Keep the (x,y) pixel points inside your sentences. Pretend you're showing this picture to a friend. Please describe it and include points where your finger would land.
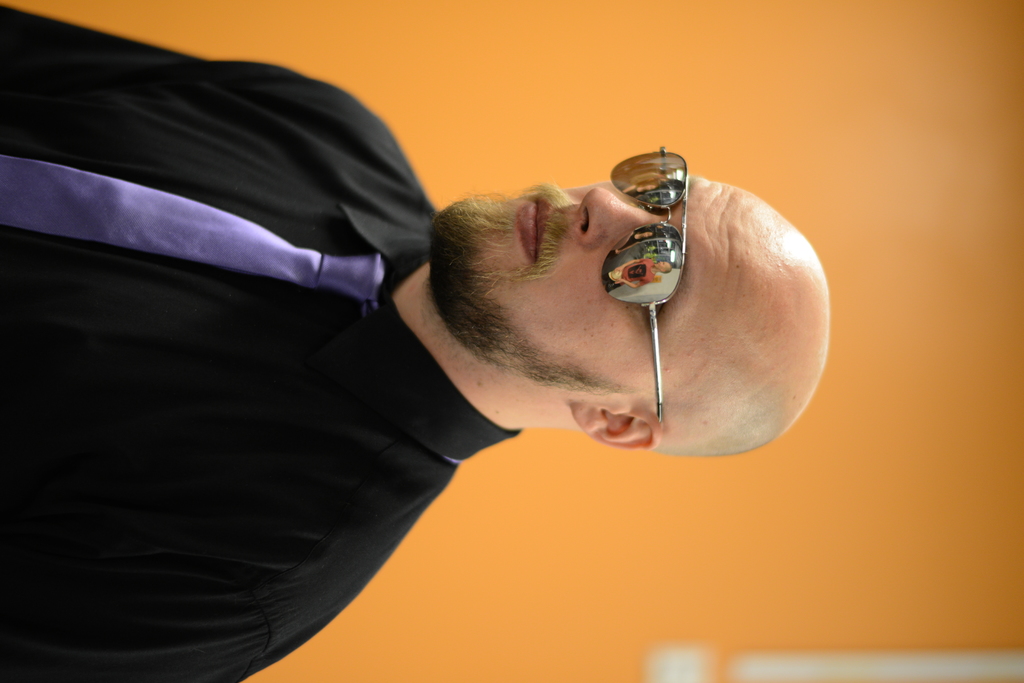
In this image I can see a person (461,367) wearing black shirt (237,362) and purple tie (253,271). He is wearing glasses (647,265). Background (887,163) is in orange color.
